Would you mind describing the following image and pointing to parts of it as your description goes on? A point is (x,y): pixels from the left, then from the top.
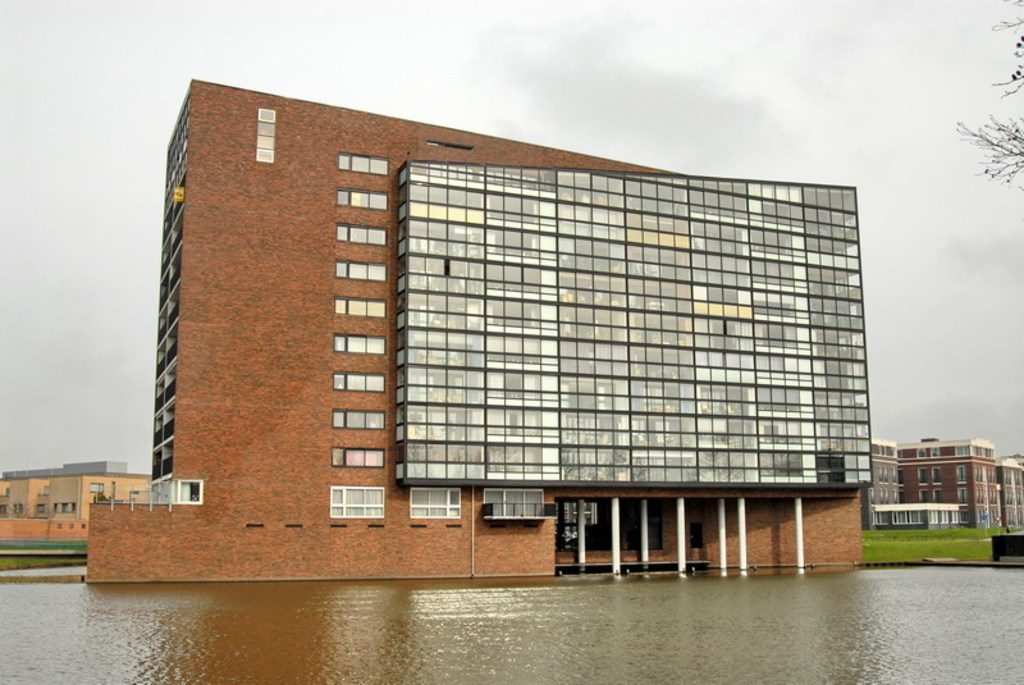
In this picture we can see water (523,604) at the bottom (593,603), in the background (574,482) there are some buildings (388,478), we can see windows (377,381) and glasses (701,377) of these buildings (714,481), on the right side (931,537) there is grass (961,538), we can see branches (1006,151) of the tree (1005,131) at the right top (1021,155), there are some pillars (744,546) of the building (710,534) in the middle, we can see the sky (608,72) at the top of the picture (560,62).
